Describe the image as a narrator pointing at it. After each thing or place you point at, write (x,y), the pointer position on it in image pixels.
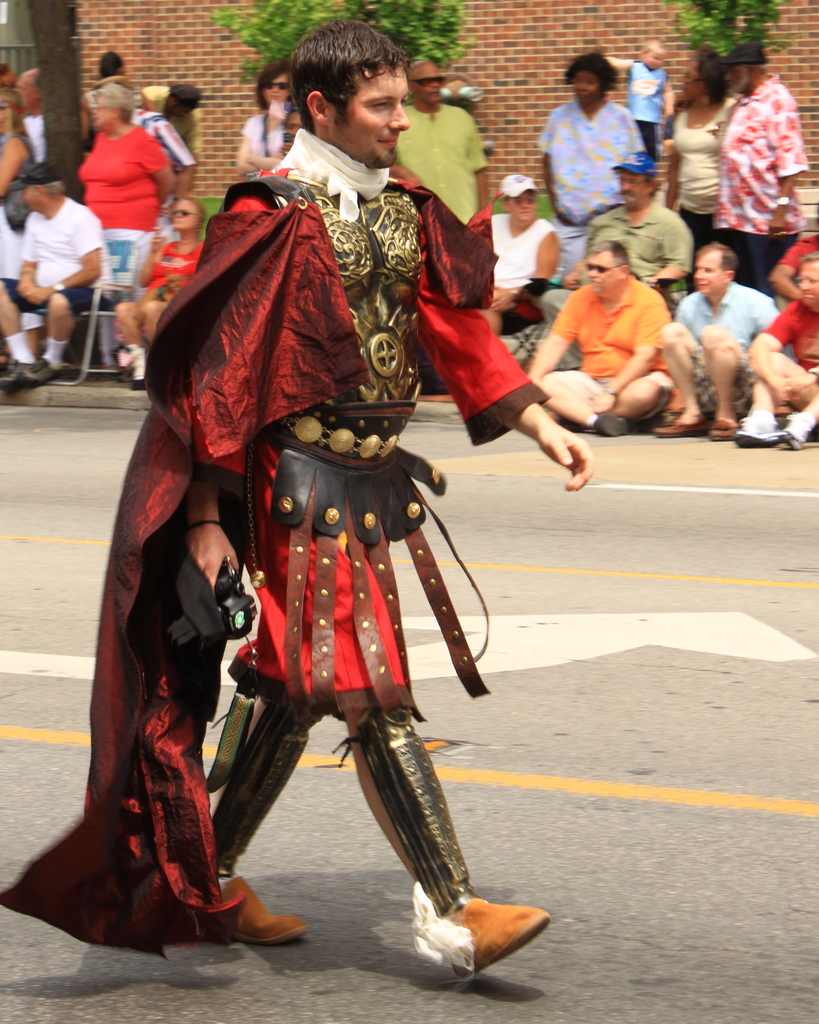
In this picture we can see a man (322,655) walking on the road (602,677), he is wearing a costume (334,657) and in the background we can see a group of people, wall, plants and some objects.
